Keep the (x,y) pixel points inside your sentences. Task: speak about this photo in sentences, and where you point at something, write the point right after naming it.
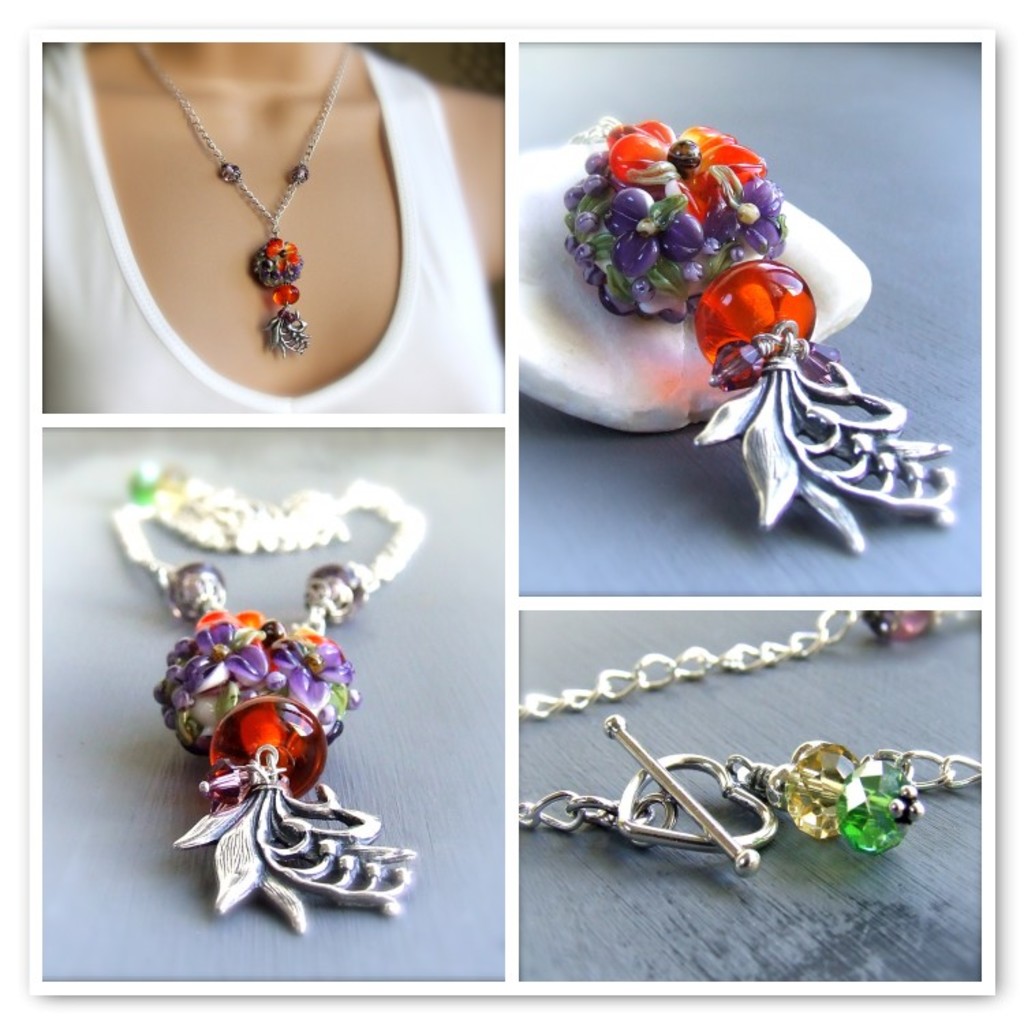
There is a collage image of four different pictures. In the first picture we can see a person (394,279) wearing a locket (278,262). In the second and third picture we can see same locket (339,654). In the fourth picture, there is the clasp (716,826) of the same locket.
